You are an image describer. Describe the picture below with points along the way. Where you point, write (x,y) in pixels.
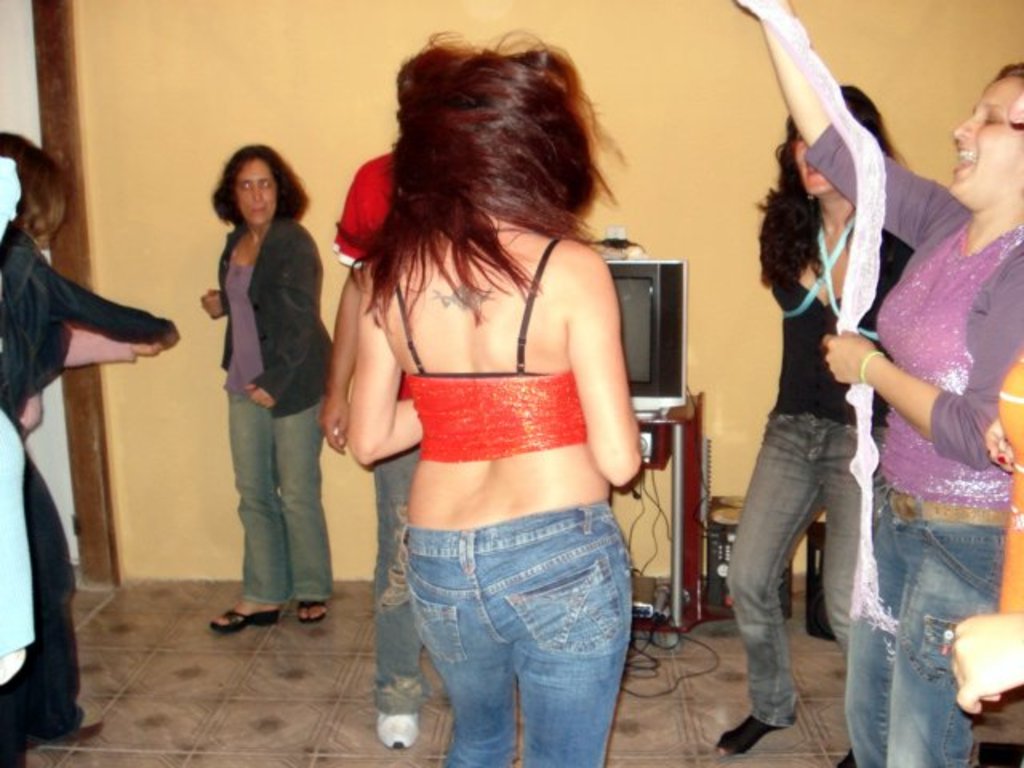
This image consists of many people (602,433) dancing in a room (345,678). At the bottom (248,729), there is a floor (288,738). In the front (606,591), there is a woman (532,590) wearing blue jeans (520,577). In front of her there is a TV (651,278).
